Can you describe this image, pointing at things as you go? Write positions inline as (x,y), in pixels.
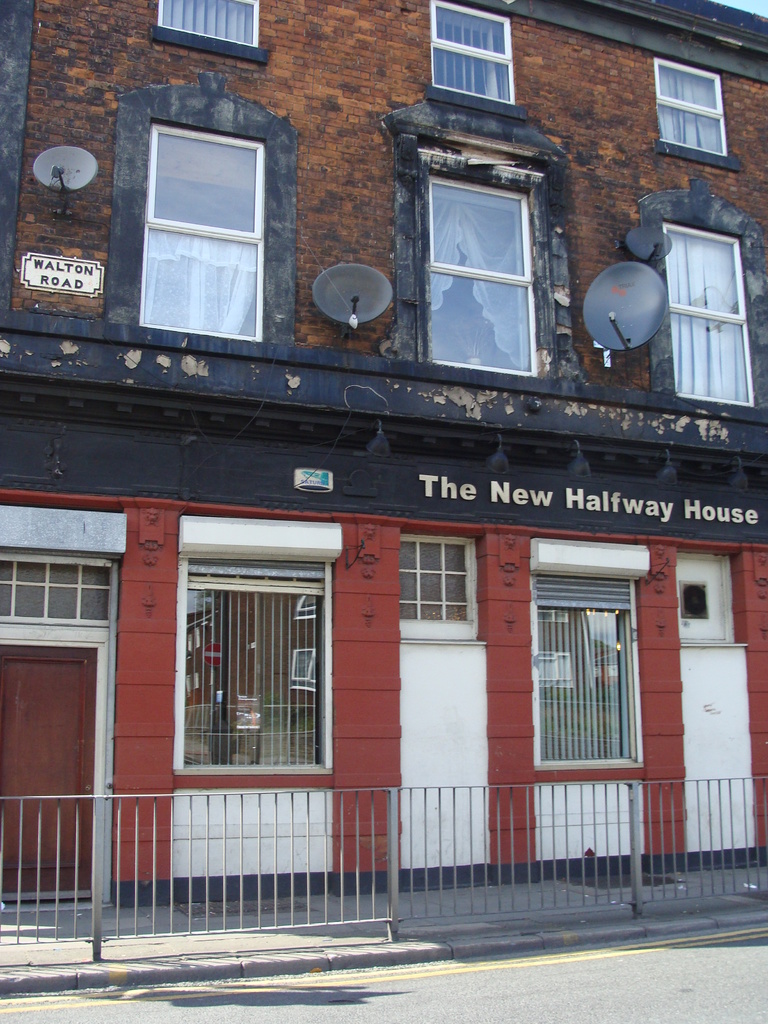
This image consists of a building (248,733). It has doors (23,652) and windows (548,756). There is a curtain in the middle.
